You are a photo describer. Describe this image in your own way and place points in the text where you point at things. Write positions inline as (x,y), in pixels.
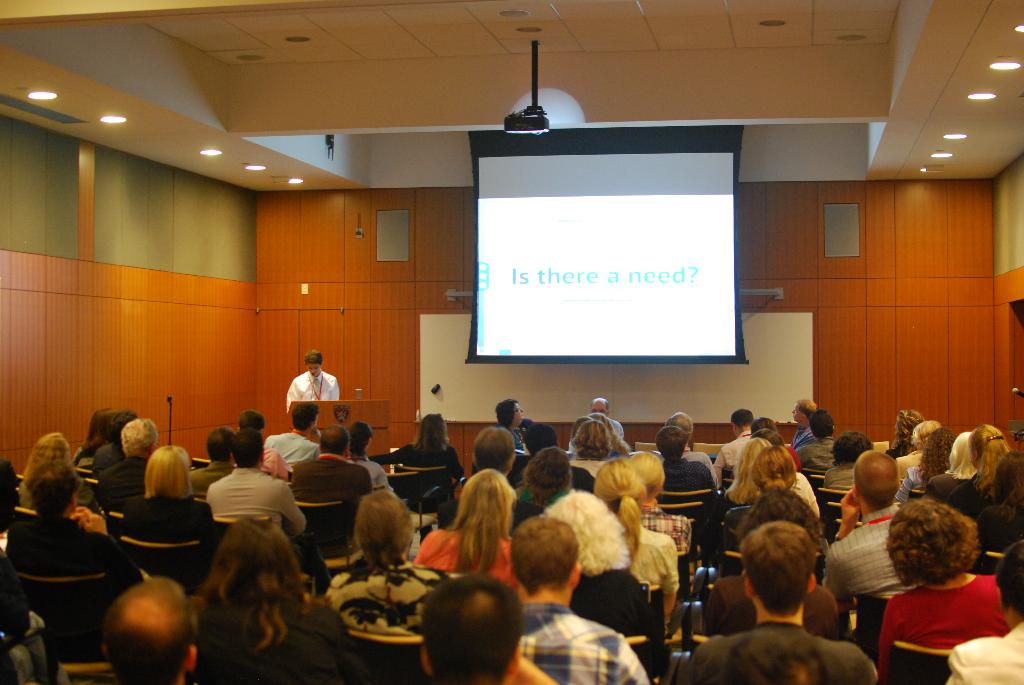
In this image I can see the group of people (322,641) sitting. In the background (361,364) I can see the person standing and I can also see the projection screen (723,279), few lights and the wall (909,209) is in brown color.
